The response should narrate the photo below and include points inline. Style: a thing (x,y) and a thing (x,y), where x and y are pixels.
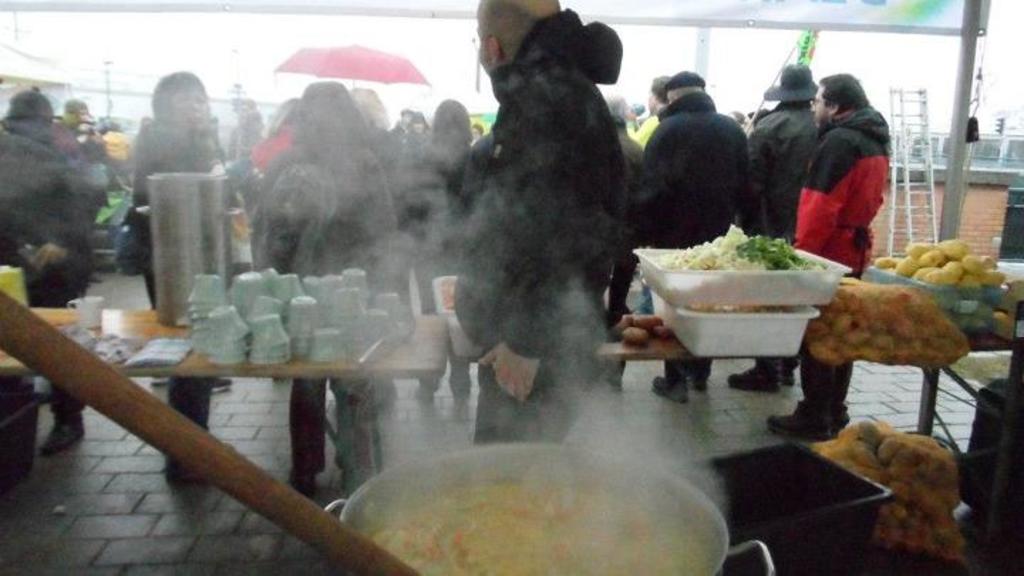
In this image we can see the people (418,185) standing and we can see an umbrella (364,74). There are tables (597,350), on the table (311,315), we can see there are cups (329,317), bowls (782,318) and some vegetables (954,276). And we can see some food (534,508) in the frying pan (381,505) and there are few objects (92,381). Right side (988,200), we can see the wall (903,202) and a ladder (908,177).
